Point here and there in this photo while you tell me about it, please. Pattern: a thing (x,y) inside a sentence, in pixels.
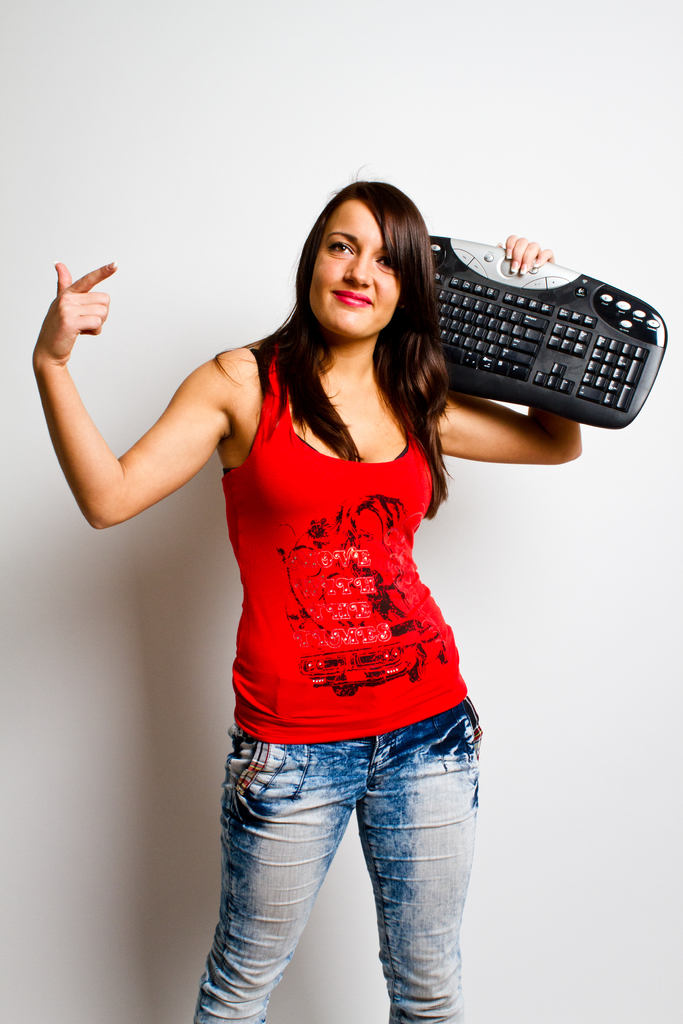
In this picture there is a woman (306,636) who is wearing t-shirt (308,723), jeans (309,902) and she is holding a keyboard (592,405). She is smiling. She is standing near to the wall (519,611).
